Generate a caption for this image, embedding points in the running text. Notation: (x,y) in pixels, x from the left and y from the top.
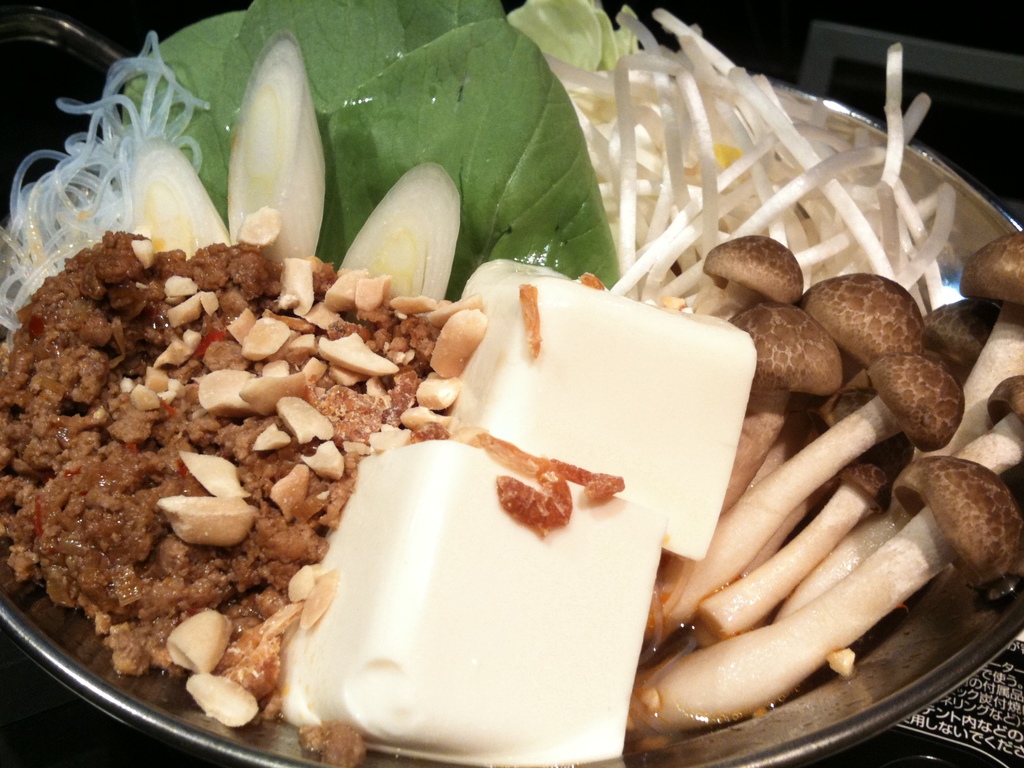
In this image we can see a food item (674,401) in the plate (824,111), here are the mushrooms (889,406), here are the onion slices (250,214) in it.
